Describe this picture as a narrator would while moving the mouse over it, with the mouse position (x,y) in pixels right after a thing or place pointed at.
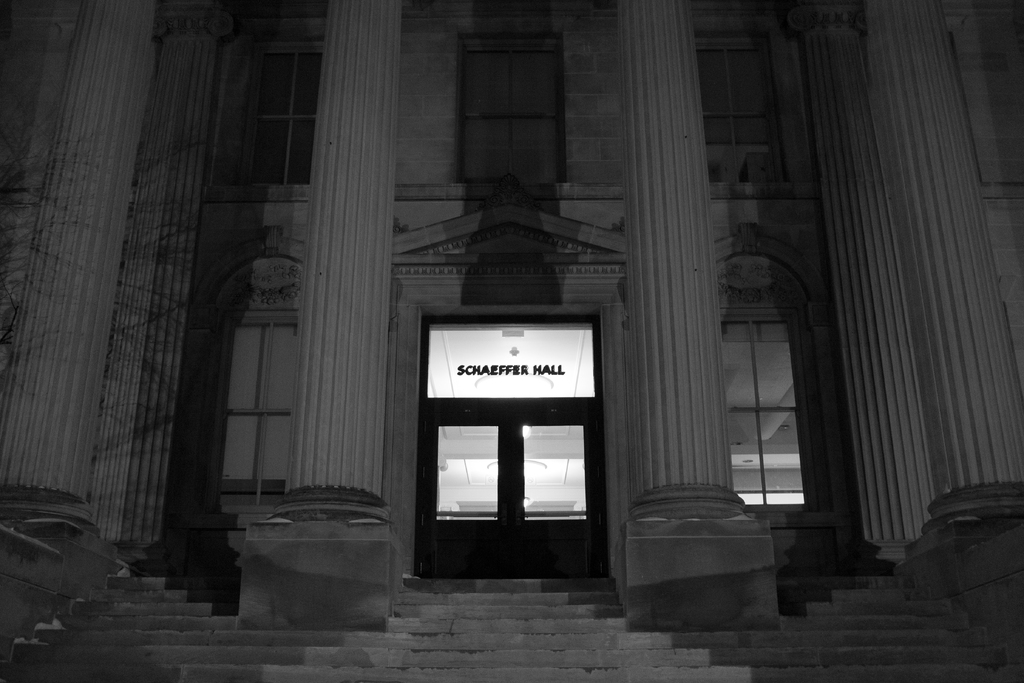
This is a black and white image. We can see there are pillars (138,187) and there is a building (250,147) with windows (506,394) and a door (502,419). Inside the building (465,417) there are ceiling lights (496,462).
